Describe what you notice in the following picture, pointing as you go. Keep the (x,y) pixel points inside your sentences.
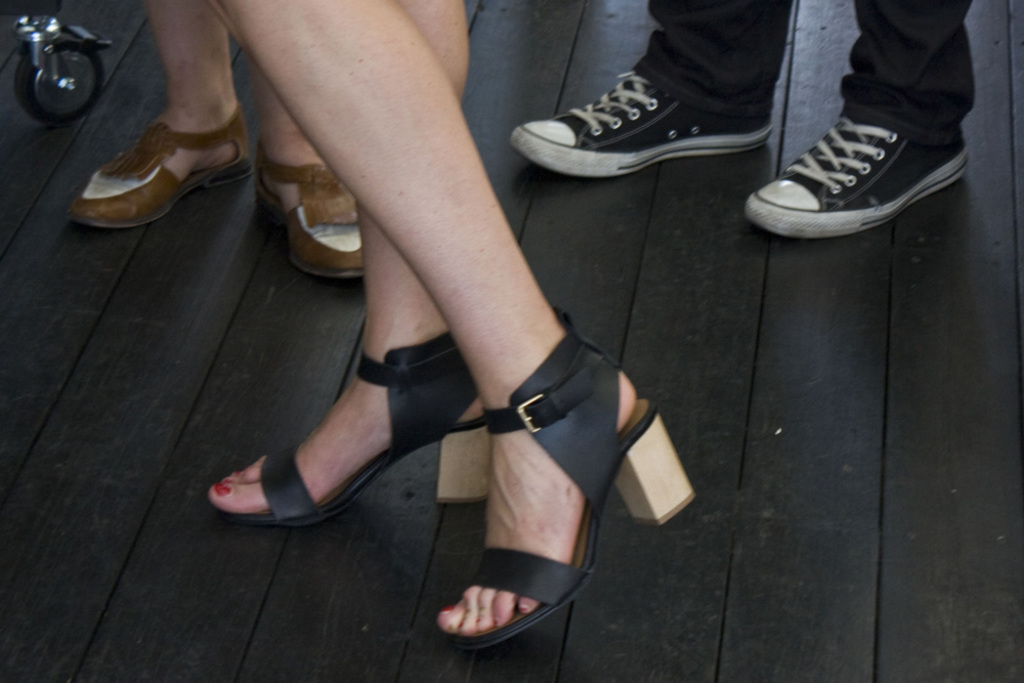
We can see people legs (345,401) with footwear (537,127) on the wooden floor (179,394) and we can see wheel (49,31).
